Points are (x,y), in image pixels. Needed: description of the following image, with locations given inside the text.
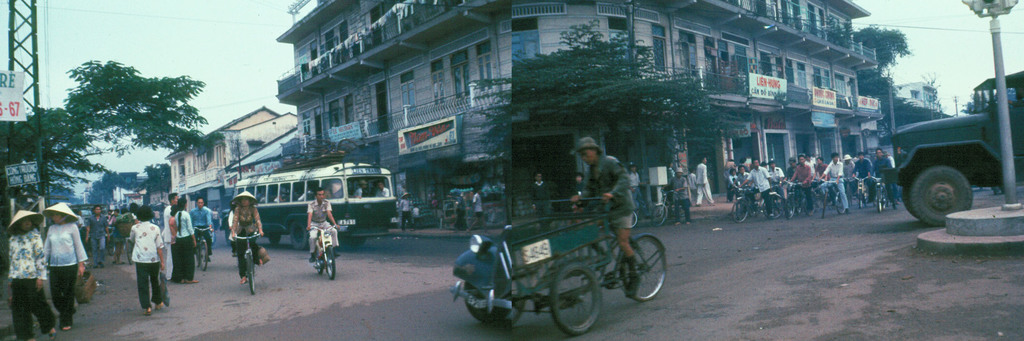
In this image I can see the road (842,267), few persons (806,170) riding bicycles (810,185) on the road (819,237), few vehicles (306,233) and few persons (38,279) on the road (282,285). I can see the sidewalk (434,229), few persons (474,215) on the sidewalk (421,228), few poles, few trees (133,104), few buildings (416,76), few boards (824,96) and the sky (193,38) in the background (228,24).
